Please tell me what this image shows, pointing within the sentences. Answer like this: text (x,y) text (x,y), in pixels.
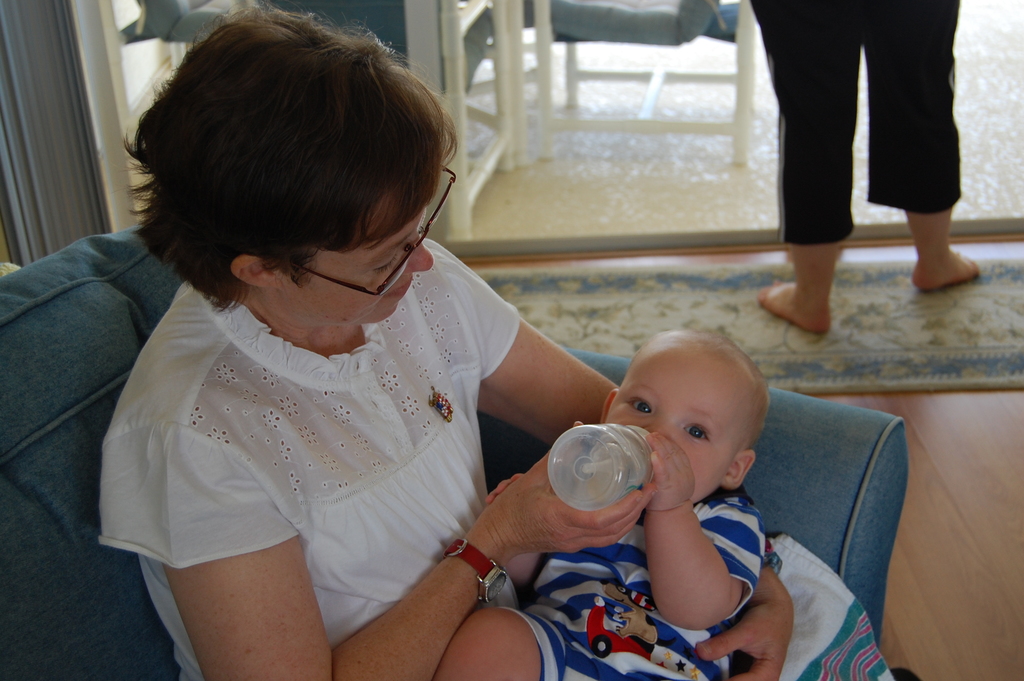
This woman (250,447) is sitting on a couch (7,436) and carrying a baby (654,580). This baby (670,549) is drinking a milk (578,494) from this bottle (614,467). This person (785,239) is standing. A floor (975,516) with carpet (909,336). This person (393,338) wore white dress (302,418) and spectacles (392,272).
